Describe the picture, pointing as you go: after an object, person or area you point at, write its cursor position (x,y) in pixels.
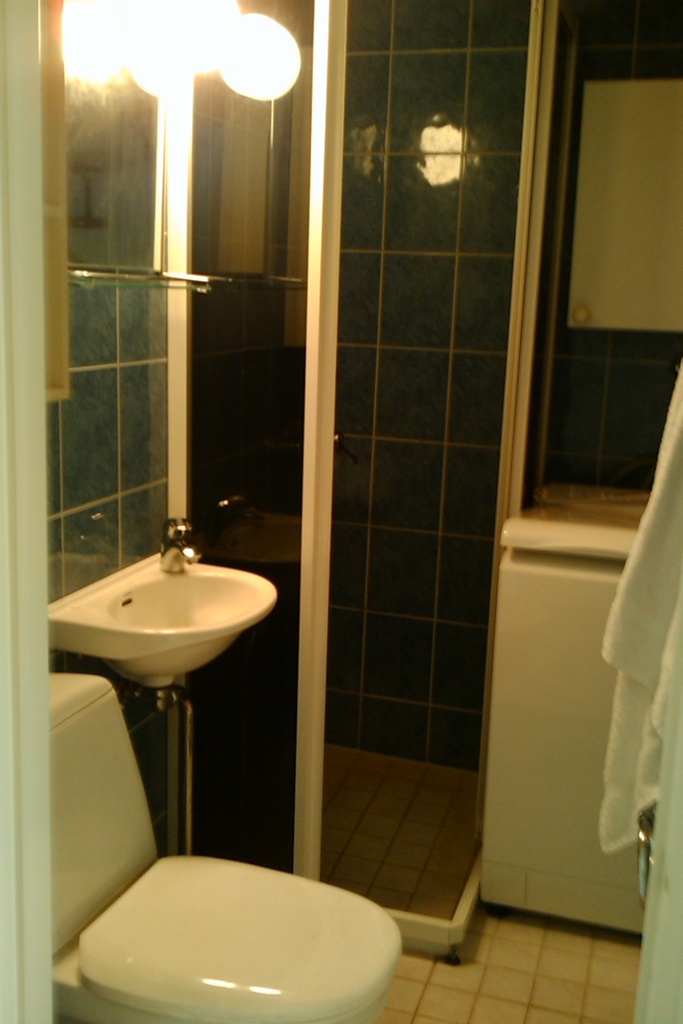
In this image I can see a toilet seat (188,856), a wash basin (194,638) which has a tap (176,557) on it and lights (230,33). On the right side (619,516) I can see a towel (664,642) and other objects (582,660) on the floor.
